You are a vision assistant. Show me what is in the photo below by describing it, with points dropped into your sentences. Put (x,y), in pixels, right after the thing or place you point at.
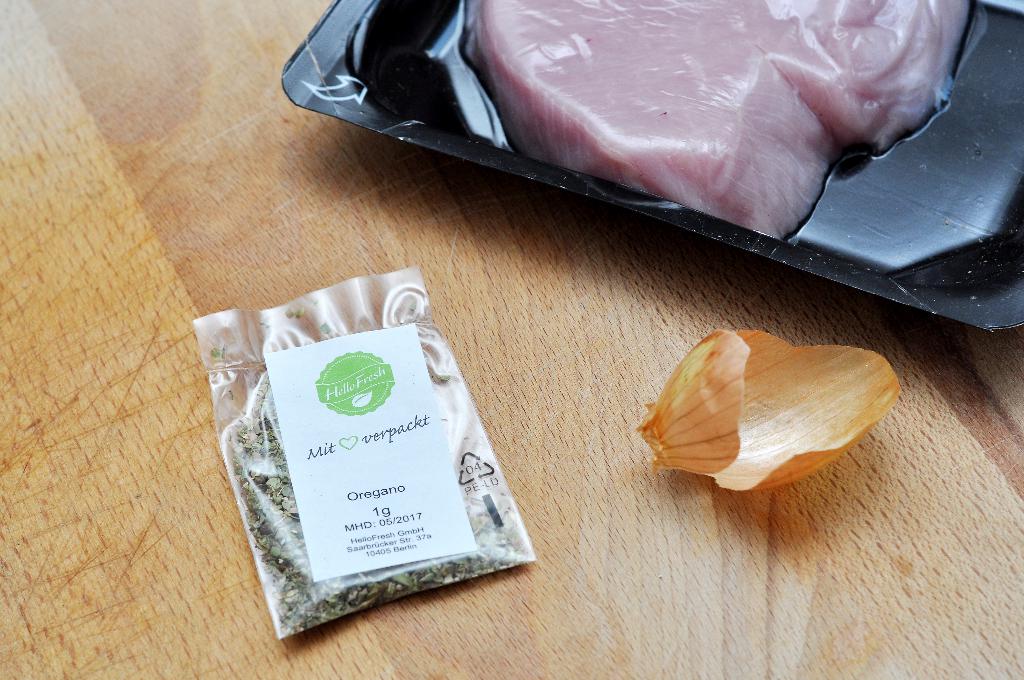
This is the picture of a table (540,391) on which there is a meat (709,195) in the tray (481,153), packet (394,499) and the peel (779,443) of the onion (740,437) to the side.
